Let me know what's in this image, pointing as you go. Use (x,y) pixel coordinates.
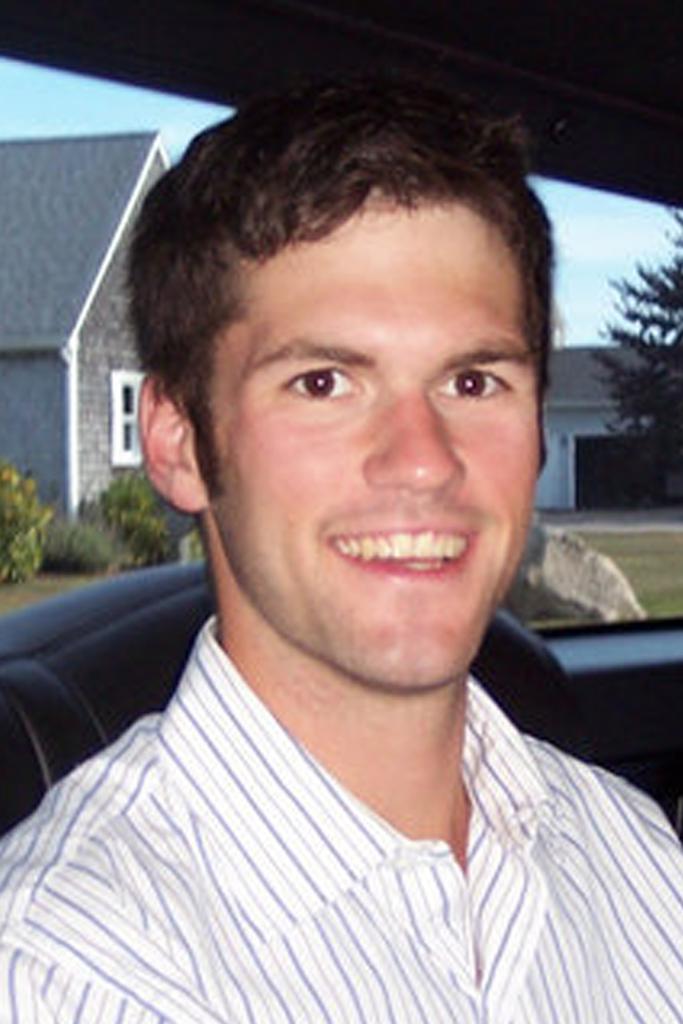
A man (233,1023) is sitting in a vehicle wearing shirt (256,808), laughing behind him there is a house (58,440) bushes (29,505) and sunny sky (144,109).
